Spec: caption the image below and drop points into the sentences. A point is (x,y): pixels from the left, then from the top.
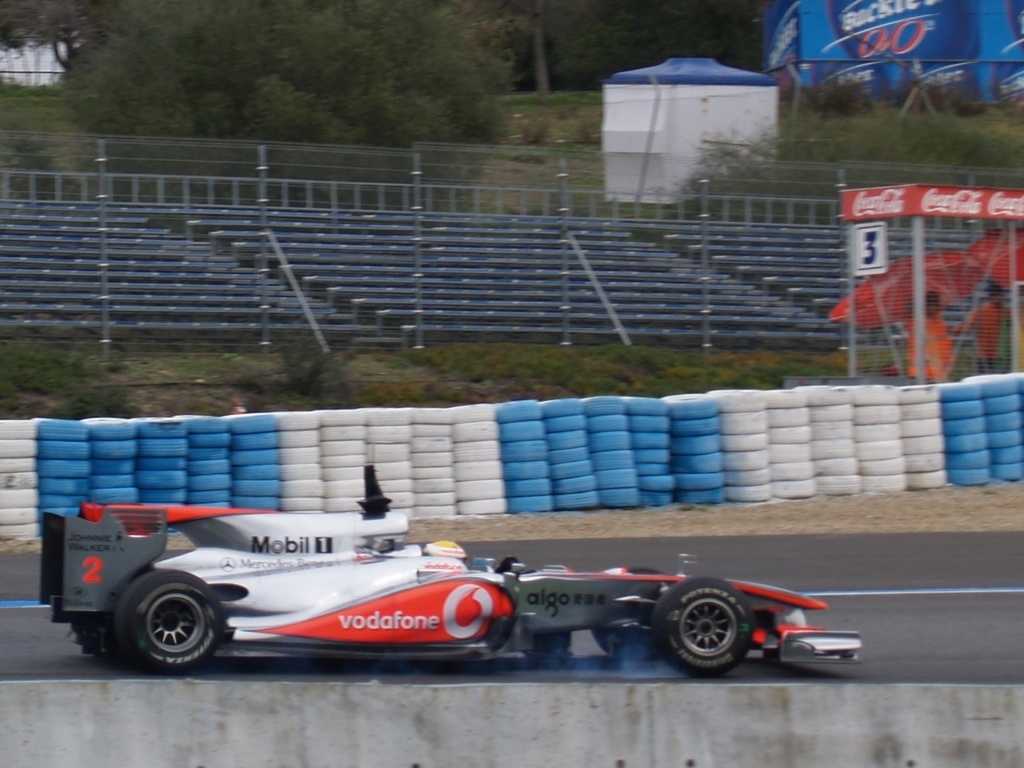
In this picture we can see a wall (575,712) from left to right. There is a car (259,563) visible on the road (509,672). We can see a blue and white objects (937,428) at the back (677,401). We can see a fence (895,253). Behind the fence (895,347), we can see two people (1000,302) and umbrellas (895,266). We can see a few rods (849,262), white object (624,139), trees (729,5) and other things (965,39) in the background (729,103).
